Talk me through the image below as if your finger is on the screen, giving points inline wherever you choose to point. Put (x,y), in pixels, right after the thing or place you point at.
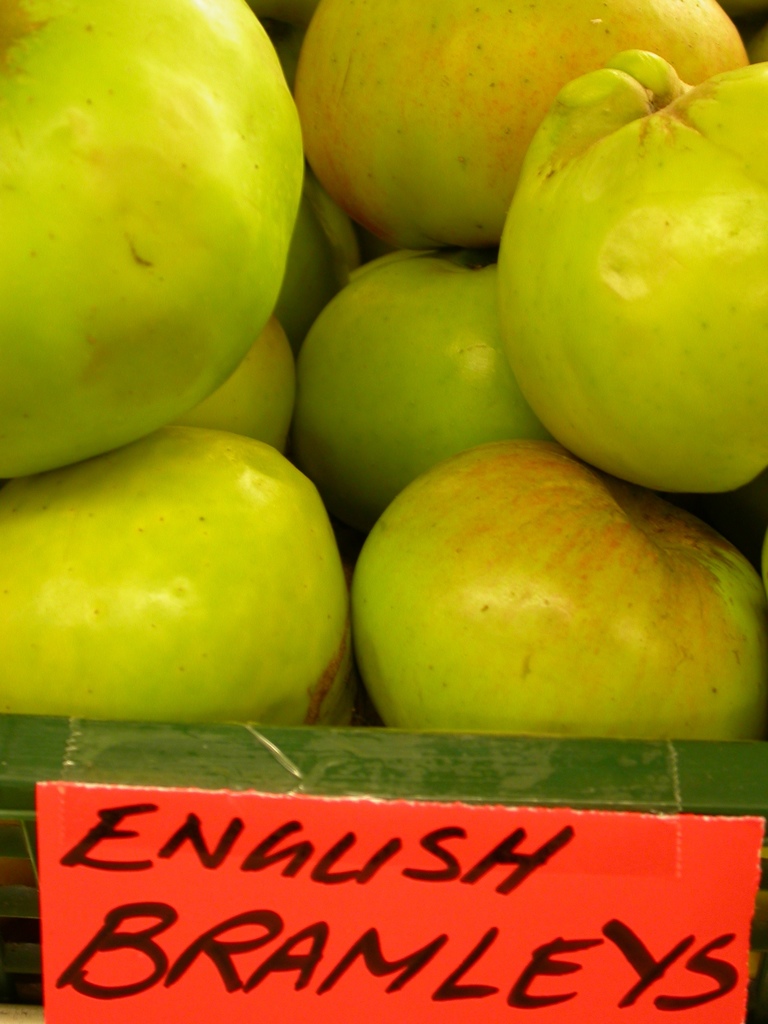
In this picture, there are green apples (437,466). At the bottom (419,912), there is a board (519,916) with some text (401,837).
